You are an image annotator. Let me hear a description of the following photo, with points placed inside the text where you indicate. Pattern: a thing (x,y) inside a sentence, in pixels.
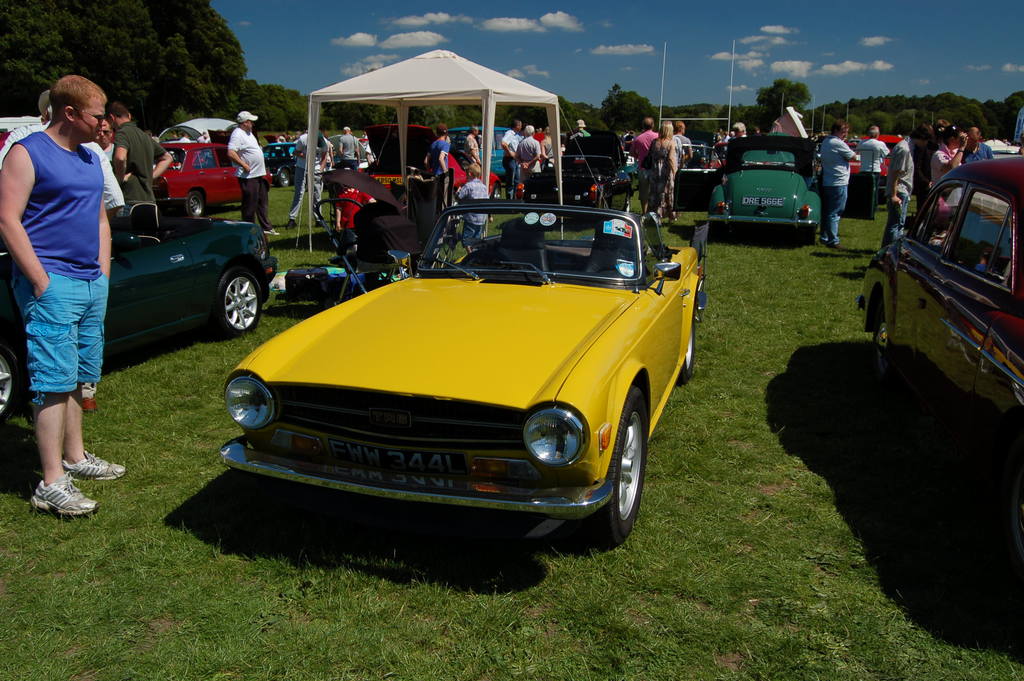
Land (739,503) is covered with grass (737,523). Sky (581,53) is cloudy. Here we can see the number of vehicles (646,279), people (19,186), baby chair (372,258) and tent (436,100). Background (1003,122) there are a number of trees (960,105).
